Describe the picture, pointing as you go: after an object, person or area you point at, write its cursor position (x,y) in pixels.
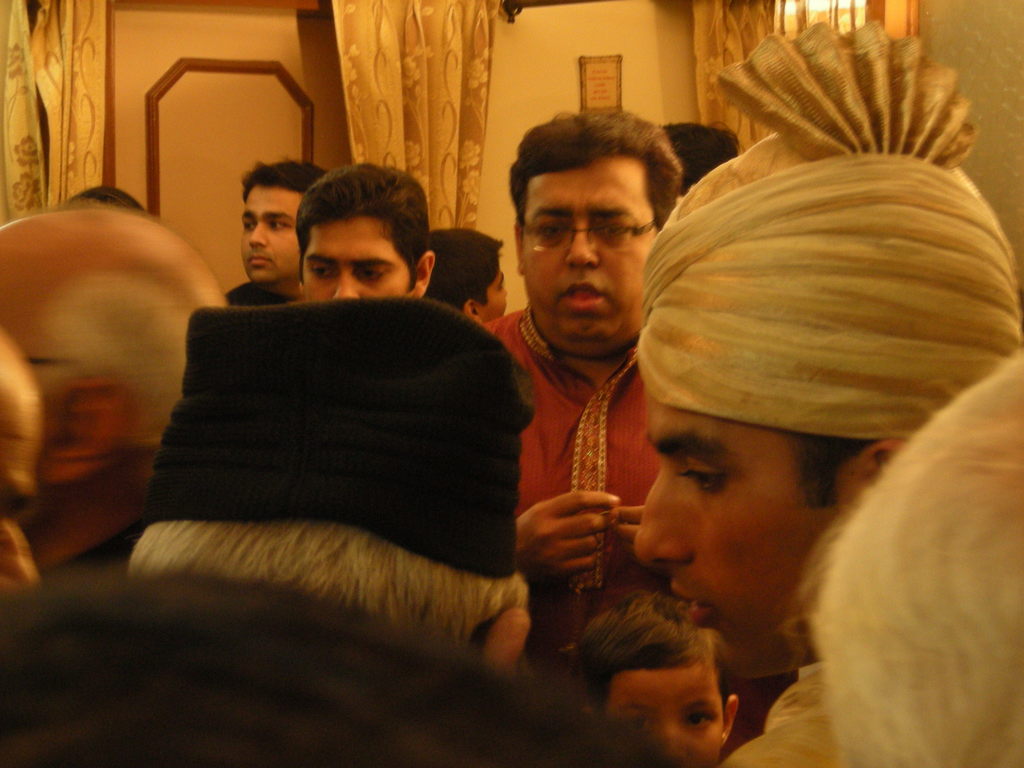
In this picture we can see a group of people (647,581) and in the background (93,131) we can see curtains (488,98) and a frame (612,71) on the wall (669,106).
